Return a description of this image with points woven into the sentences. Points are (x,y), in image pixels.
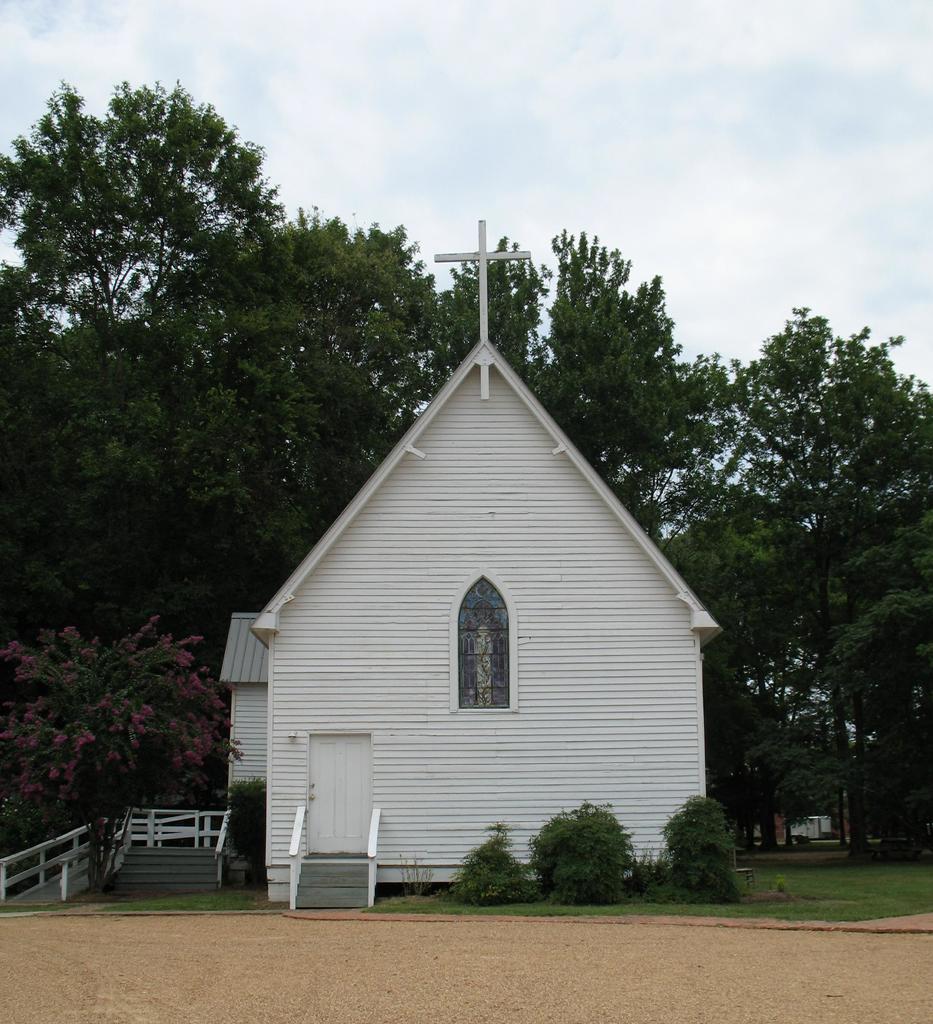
In this picture there are trees (245,436), plants (49,637), grass (789,862), staircase (362,862), soil (380,938) and a church (412,489). Sky (463,171) is cloudy.
